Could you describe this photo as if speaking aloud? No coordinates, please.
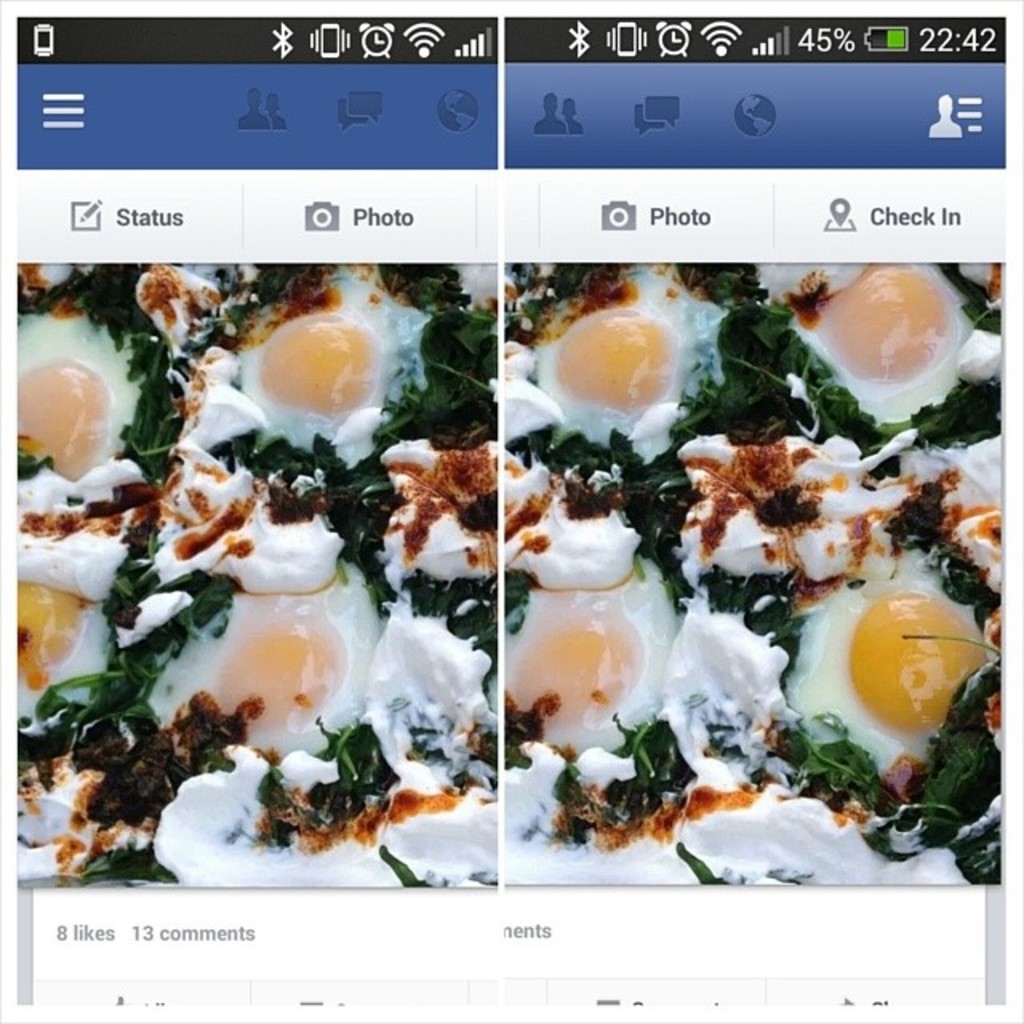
It is the screenshot of an image, there are two collage images of a similar picture kept together.
